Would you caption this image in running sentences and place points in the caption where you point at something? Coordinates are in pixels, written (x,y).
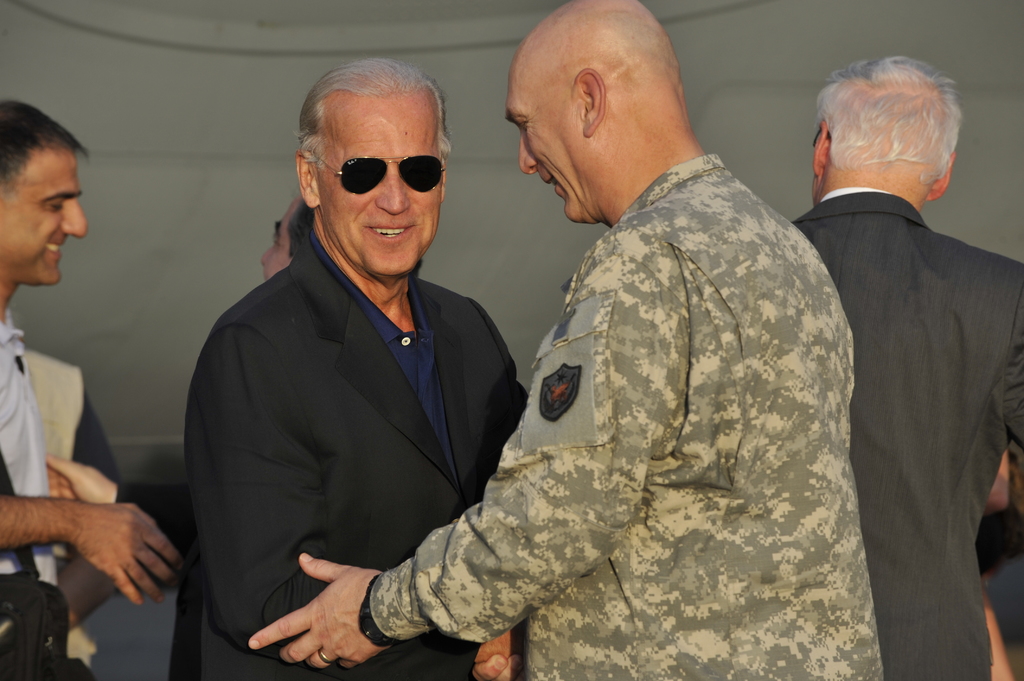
In this image I can see few people (838,266) are standing and they are wearing different color dresses (404,396). Background (212,73) is in grey color.
